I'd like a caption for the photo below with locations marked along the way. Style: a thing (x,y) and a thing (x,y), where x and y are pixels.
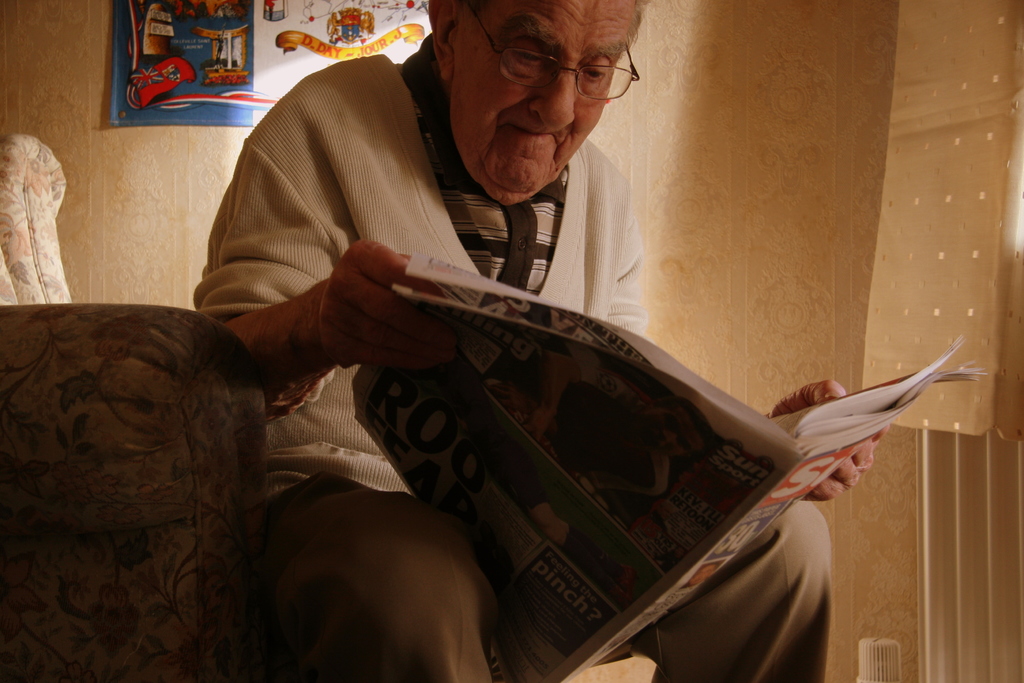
In this image we can see a man (410,253) sitting on the couch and holding a news paper (690,447) in his hands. In the background (160,127) we can see walls (171,176) and an advertisement (259,67).
